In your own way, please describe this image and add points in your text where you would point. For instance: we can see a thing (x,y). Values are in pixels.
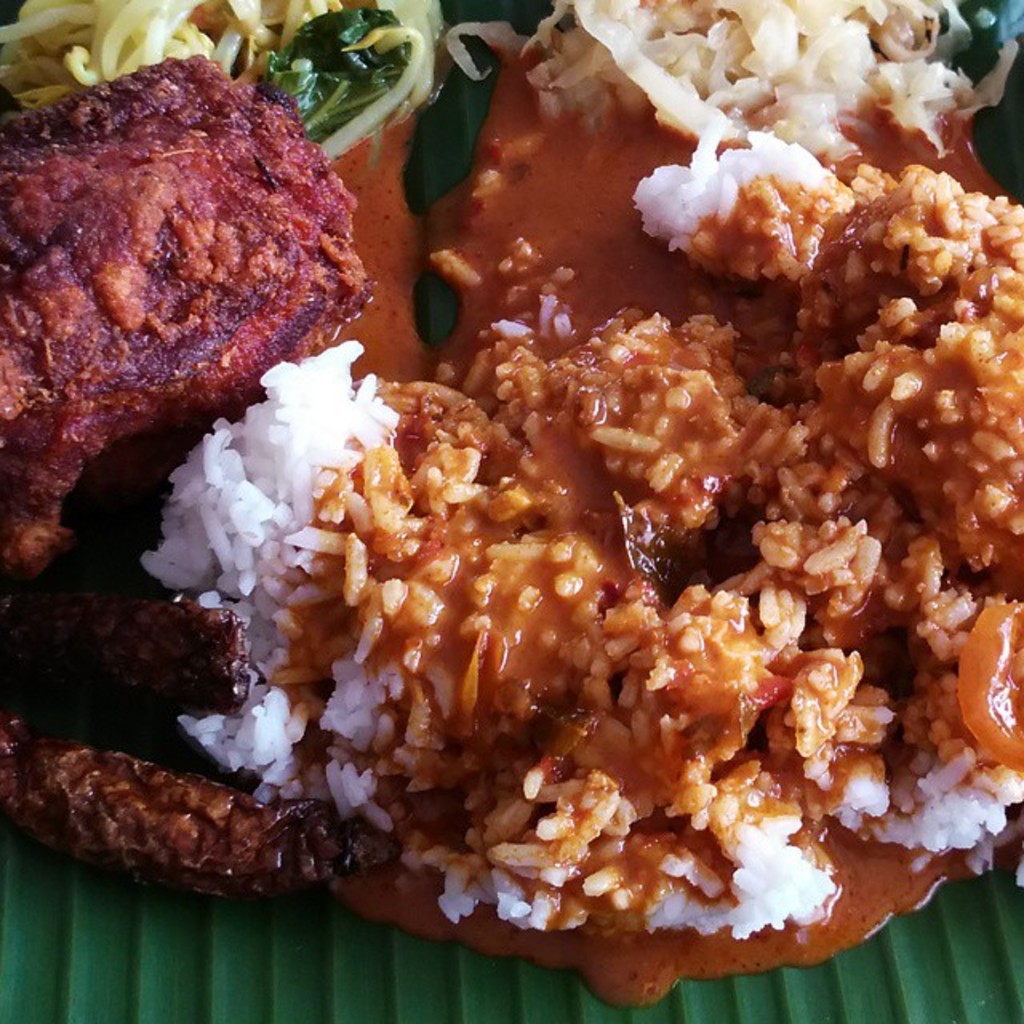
In this image we can see some food items (459,367) on the green colored surface (581,992).
